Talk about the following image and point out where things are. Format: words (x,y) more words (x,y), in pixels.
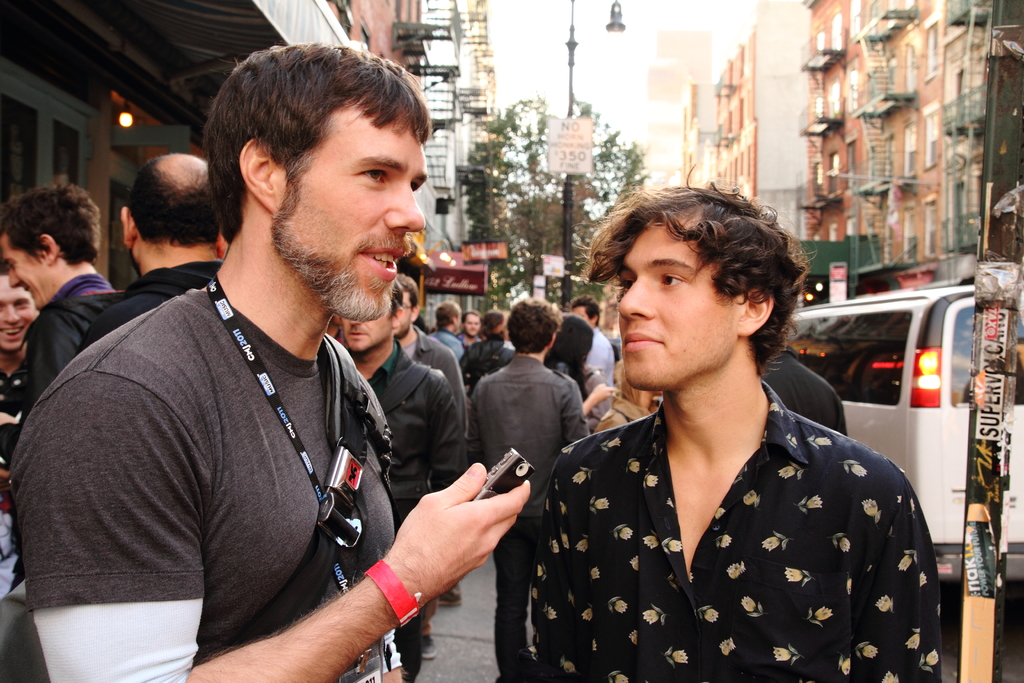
This image is clicked on the road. There are many people (482,469) walking on the road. To the right (902,405) there is a vehicle (896,363) on the road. On the either sides of the road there are buildings (713,138). In the center (545,242) there are street light poles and a tree (581,206). At the top (643,40) there is the sky (648,6).
